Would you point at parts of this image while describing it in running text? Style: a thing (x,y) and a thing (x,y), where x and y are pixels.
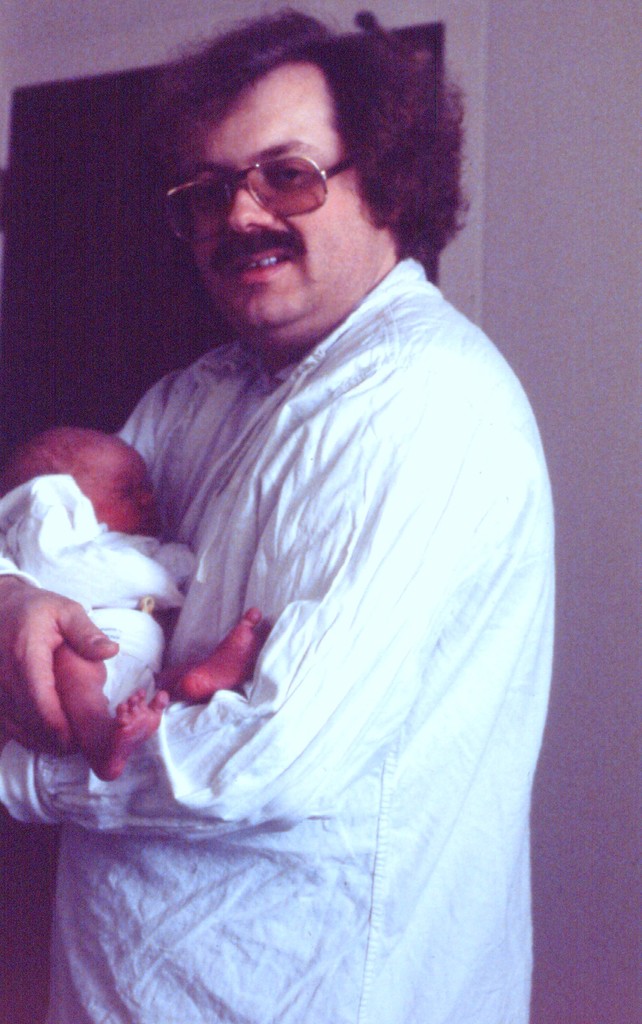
In this image we can see a man (266,944) standing and holding the baby (108,573) in his hands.
